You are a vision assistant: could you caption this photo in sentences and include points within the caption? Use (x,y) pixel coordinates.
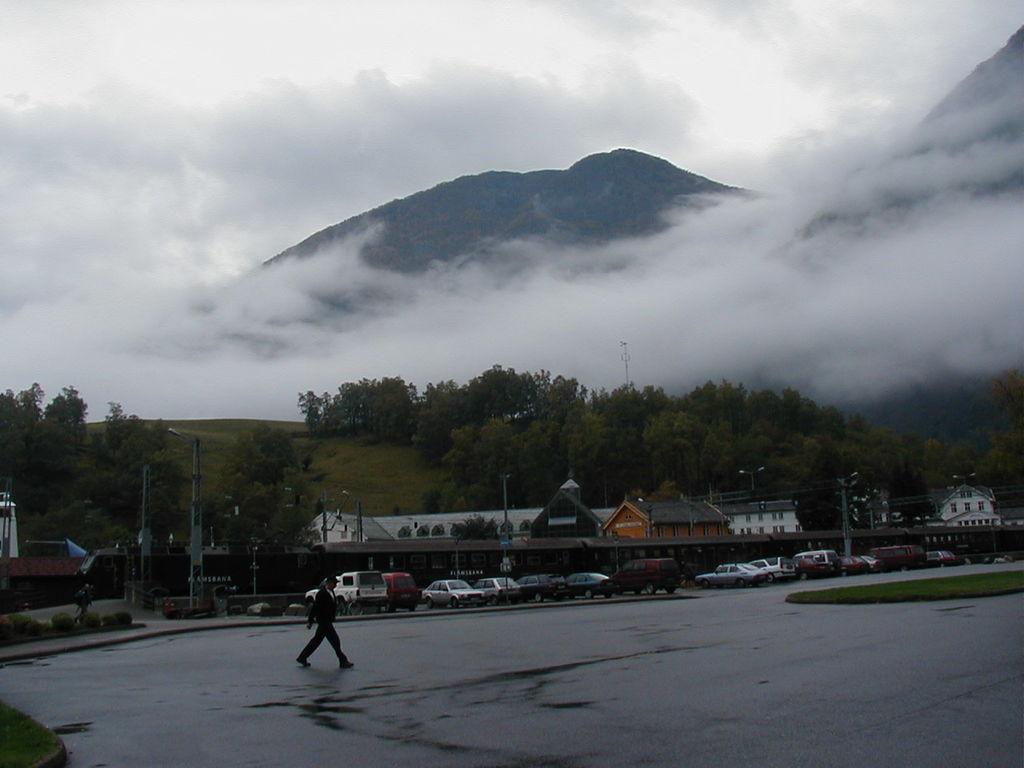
In this image we can see houses (611,534), there are vehicles (370,568), there is a person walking on the road (92,725), there are poles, plants (425,492), trees (425,492), also we can see the mountain (432,258), and the sky (406,98).
